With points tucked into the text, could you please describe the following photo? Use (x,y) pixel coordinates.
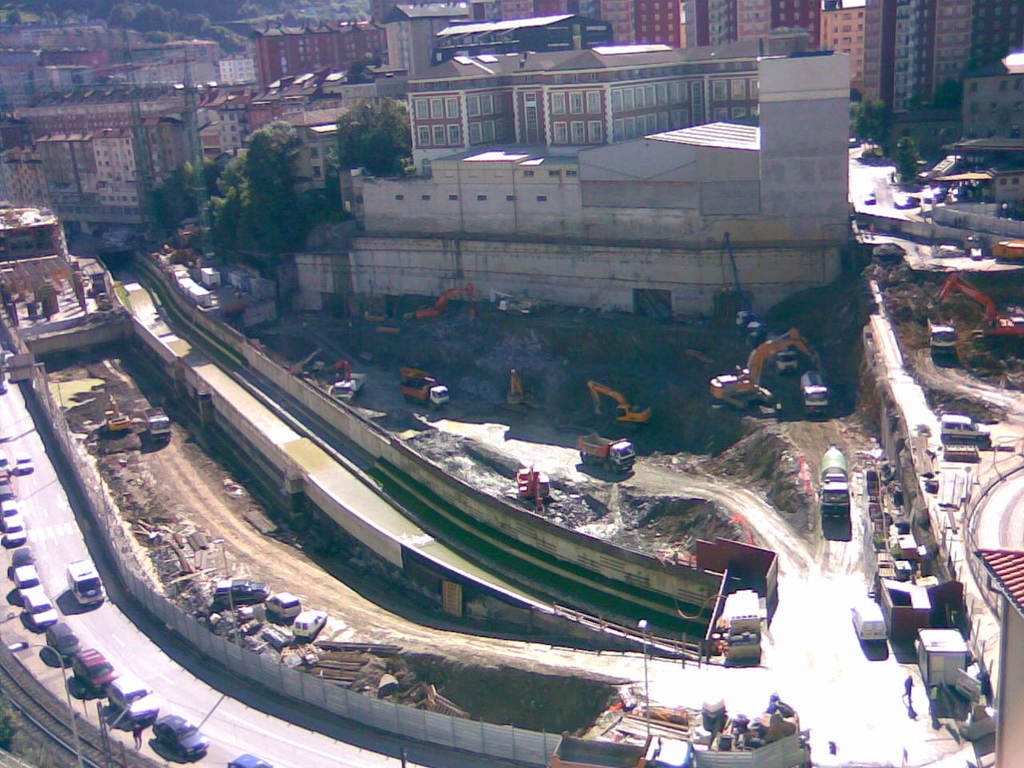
This is a picture of a city (605,326), where there are vehicles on the road (1000,262), buildings (426,229), trees (194,24), lights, poles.
